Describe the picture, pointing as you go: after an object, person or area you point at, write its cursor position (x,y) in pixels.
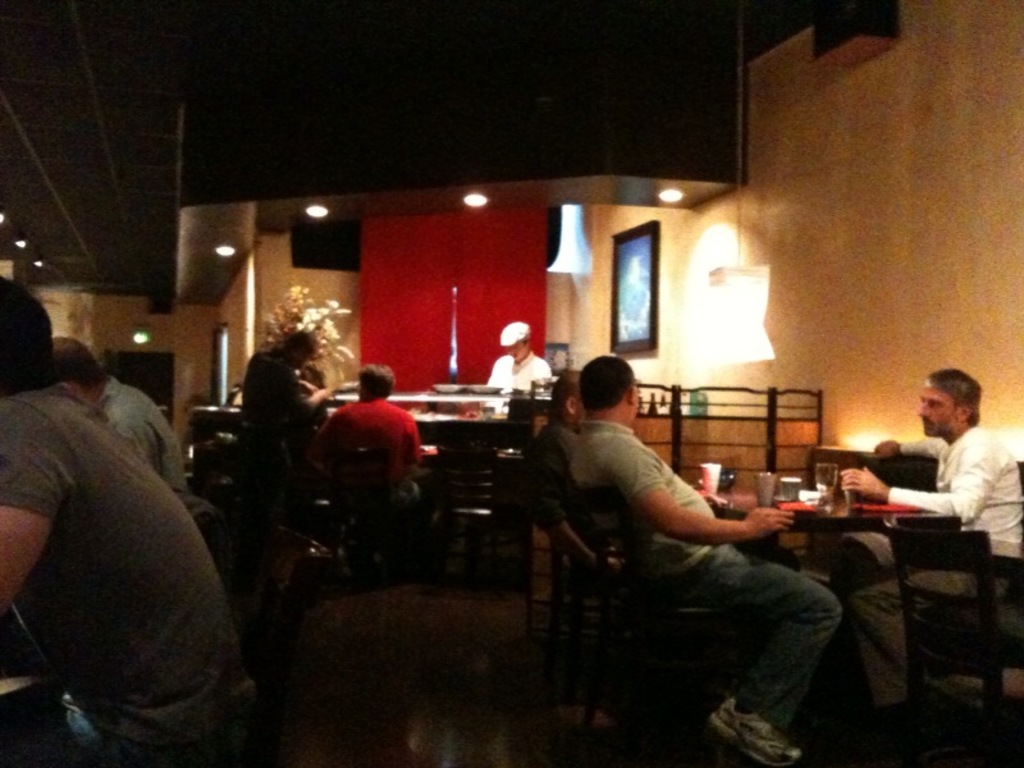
In this image there are group of people (655,507) sitting in chair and in table (811,515) here are glass (766,490), back ground there is lamp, light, frame (620,330), person (514,343) near table (499,433), a plant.
